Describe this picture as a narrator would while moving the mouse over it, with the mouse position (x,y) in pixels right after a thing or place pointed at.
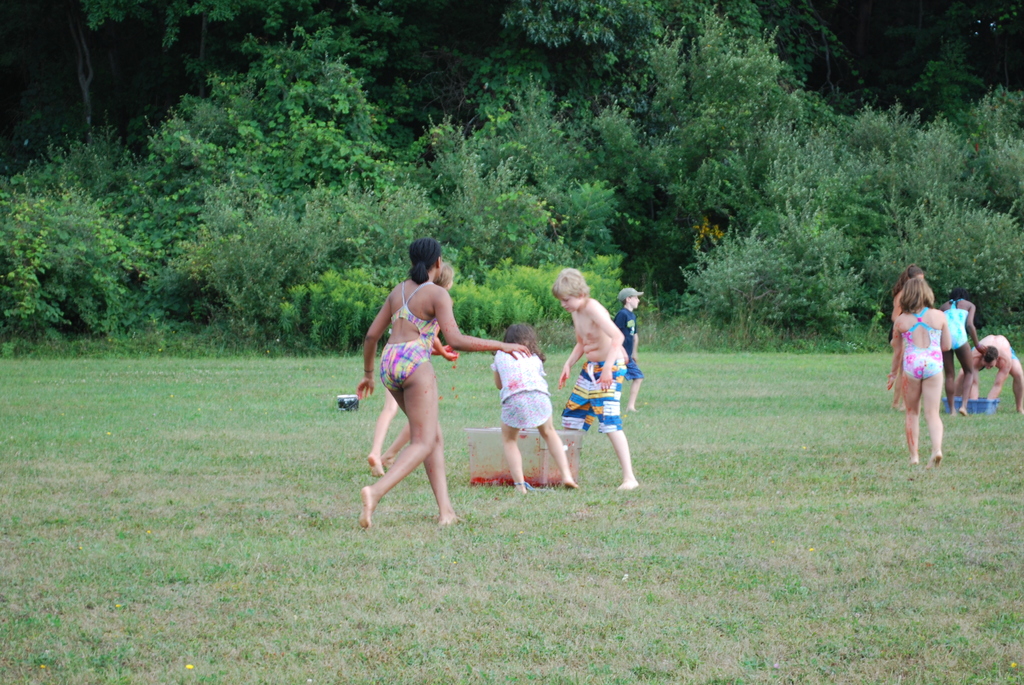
In this image, we can see people (511,444) on the ground (658,486) and there are some boxes (503,459). In the background (624,263), there are trees (818,64). At the bottom (384,590), there is ground (384,590).
